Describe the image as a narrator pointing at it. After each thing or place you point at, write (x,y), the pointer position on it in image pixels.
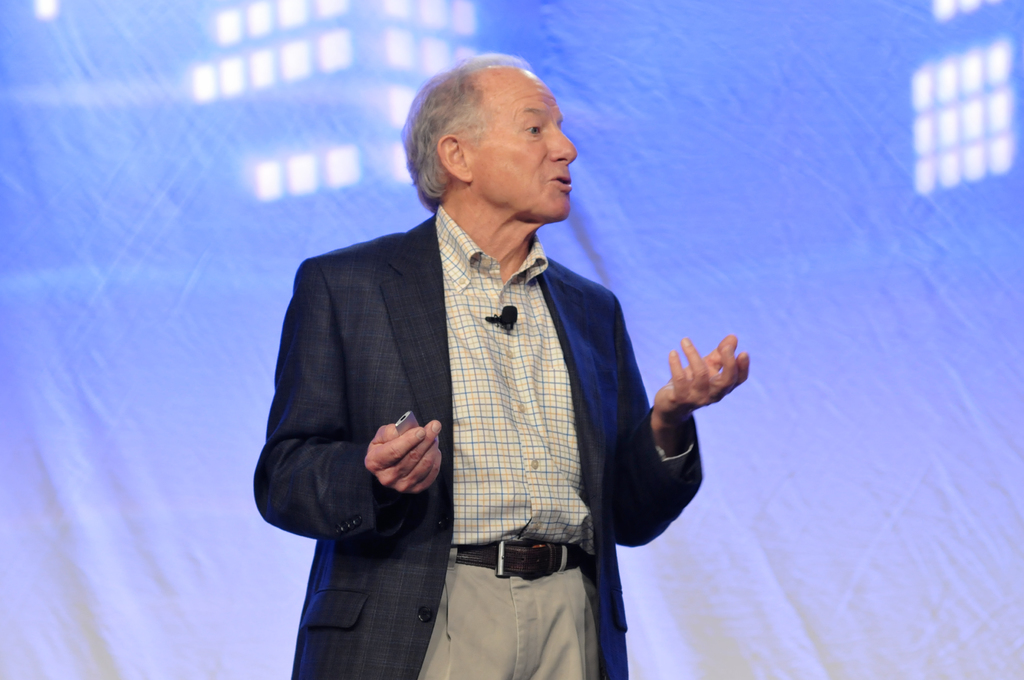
In the picture we can see a man (458,610) standing and talking, he is in a black color blazer (341,312).
